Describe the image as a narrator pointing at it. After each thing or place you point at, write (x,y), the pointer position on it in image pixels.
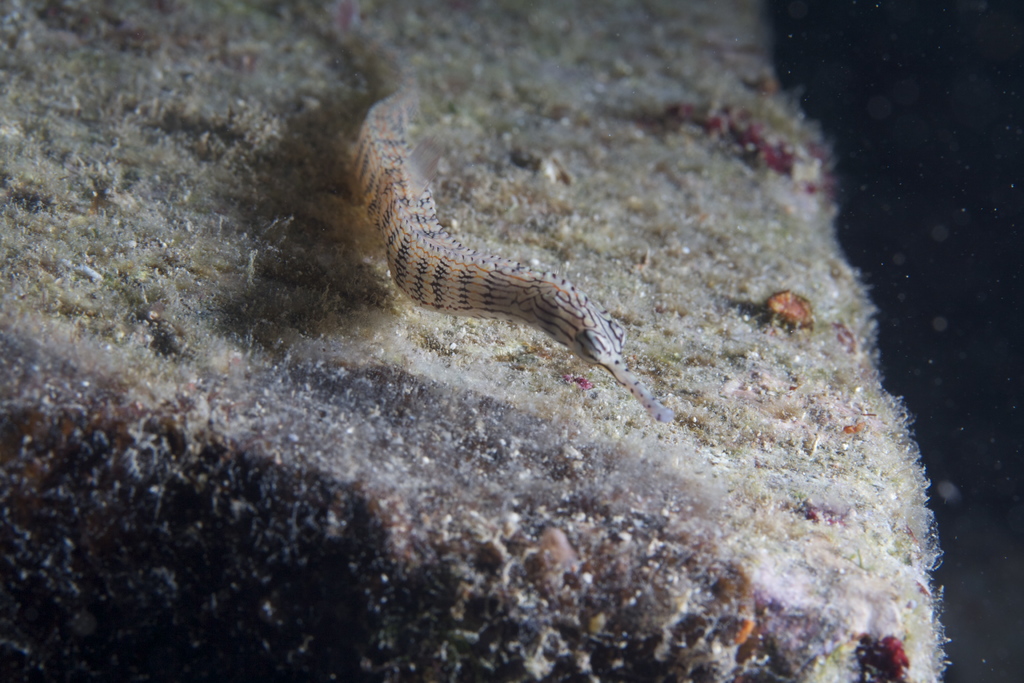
In this image we can see a fish (399,254) on the surface (250,328).
